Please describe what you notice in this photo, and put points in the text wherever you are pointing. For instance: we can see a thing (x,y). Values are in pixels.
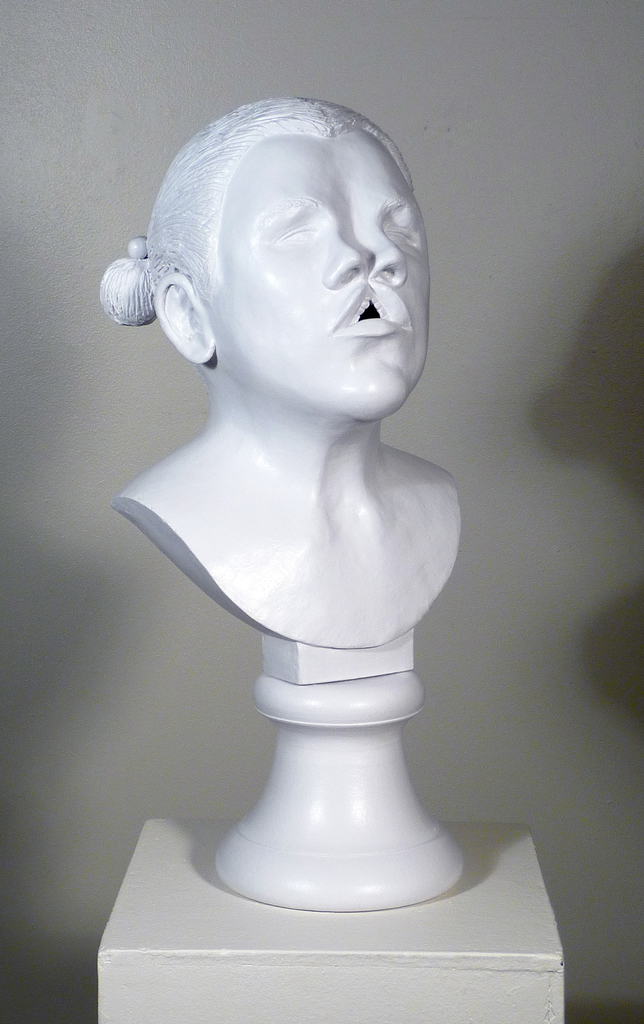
In this image, we can see a sculpture (341,482).
